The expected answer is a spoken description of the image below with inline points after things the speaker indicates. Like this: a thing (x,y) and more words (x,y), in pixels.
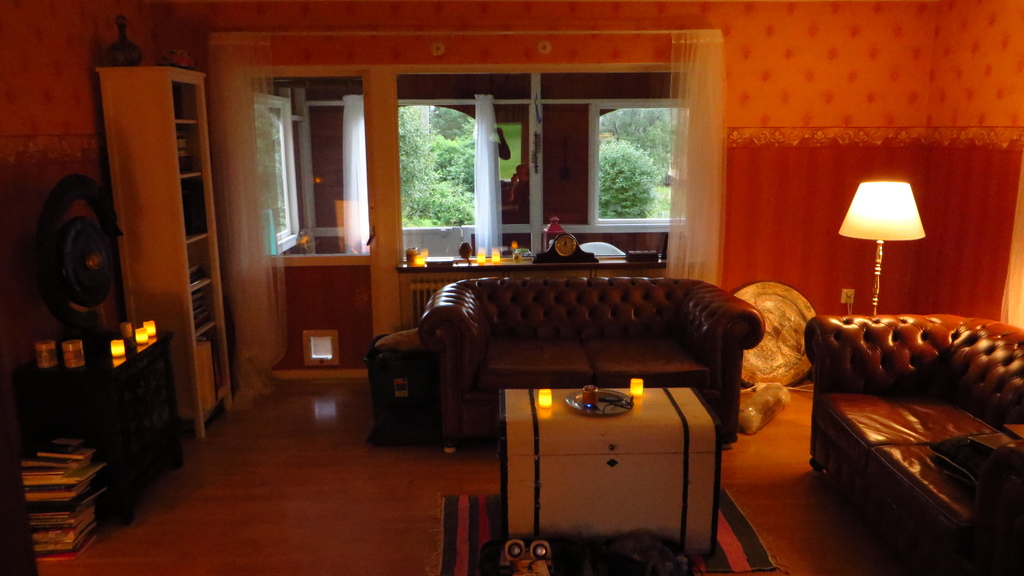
This is inside of the room (289,37), we can see sofas (721,315) and candles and objects (96,300) on tables (146,369), beside this sofa (854,404) we can see lamp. We can see books (83,467), mat (724,549) and objects (656,568) on the floor (263,501), objects (202,274) in racks (186,85), candles (414,261) and objects (571,252) on shelf (648,263), door (346,251) and curtains (364,234). In the background (668,229) we can see windows (643,221) and curtains (684,235), through these Windows (424,231) we can see trees (458,192).
